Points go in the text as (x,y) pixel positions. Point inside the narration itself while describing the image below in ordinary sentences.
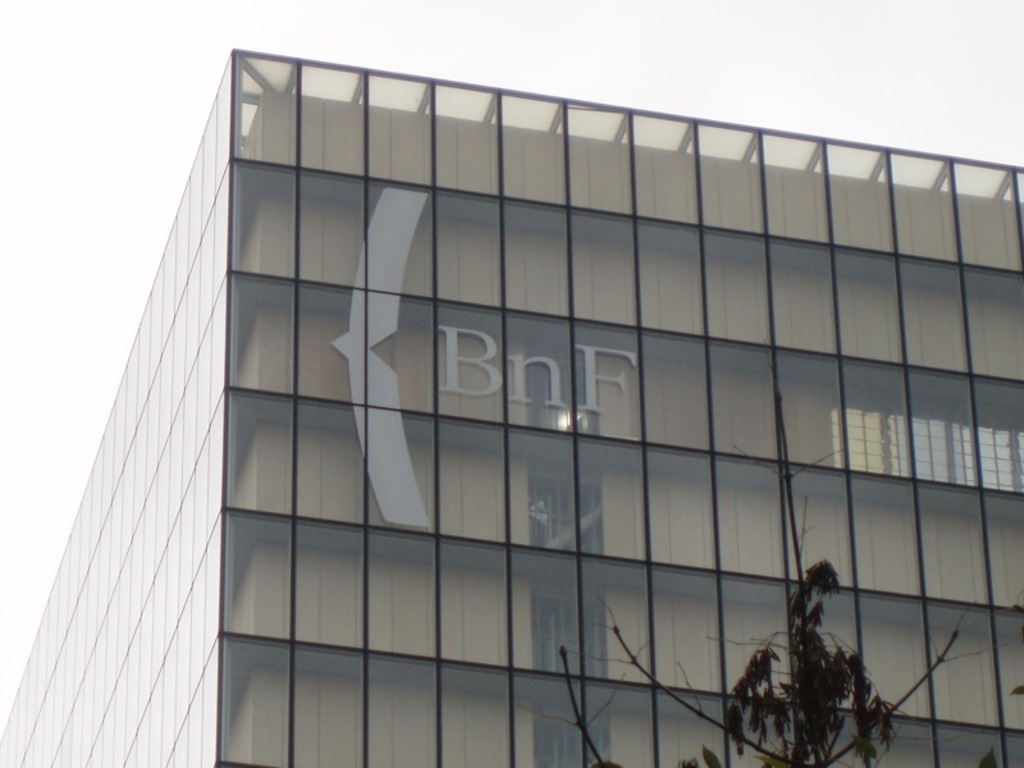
In the center of the image (550,405) there is a building (818,549). At the bottom (819,689) we can see a tree (800,679). In the background (40,268) there is sky (53,149).
